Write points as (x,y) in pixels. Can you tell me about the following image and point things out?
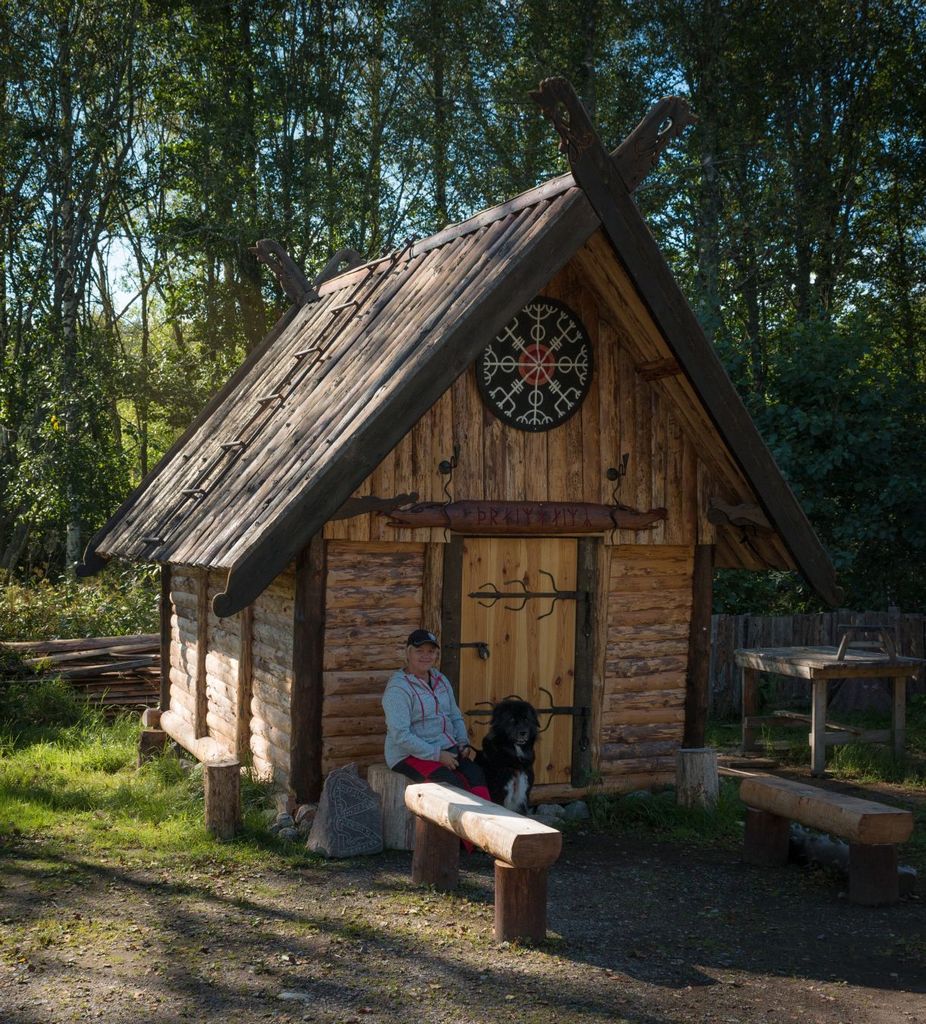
In this picture we can see a person (407,698) wore a cap (429,632) and sitting, dog (499,716), benches (417,847), table (819,657), house (464,503), door (557,628), grass (13,691), fence (843,615), trees (49,531) and in the background (98,244) we can see the sky (168,105).
